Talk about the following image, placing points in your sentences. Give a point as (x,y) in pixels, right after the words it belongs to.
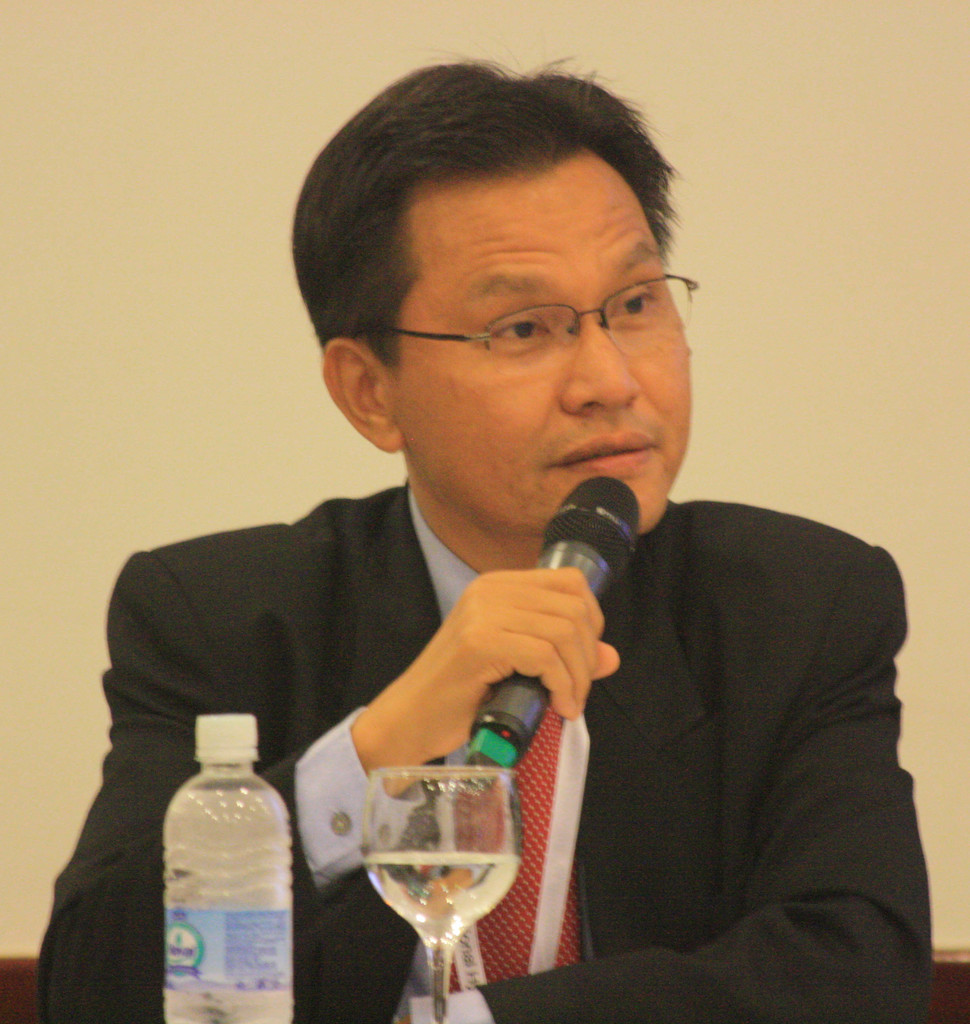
This person (561,317) is sitting on a chair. He wore black jacket (290,583) and spectacles (532,313). This person (544,303) is holding a mic (601,497). On a table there is a glass (438,867) and bottle (249,937).
